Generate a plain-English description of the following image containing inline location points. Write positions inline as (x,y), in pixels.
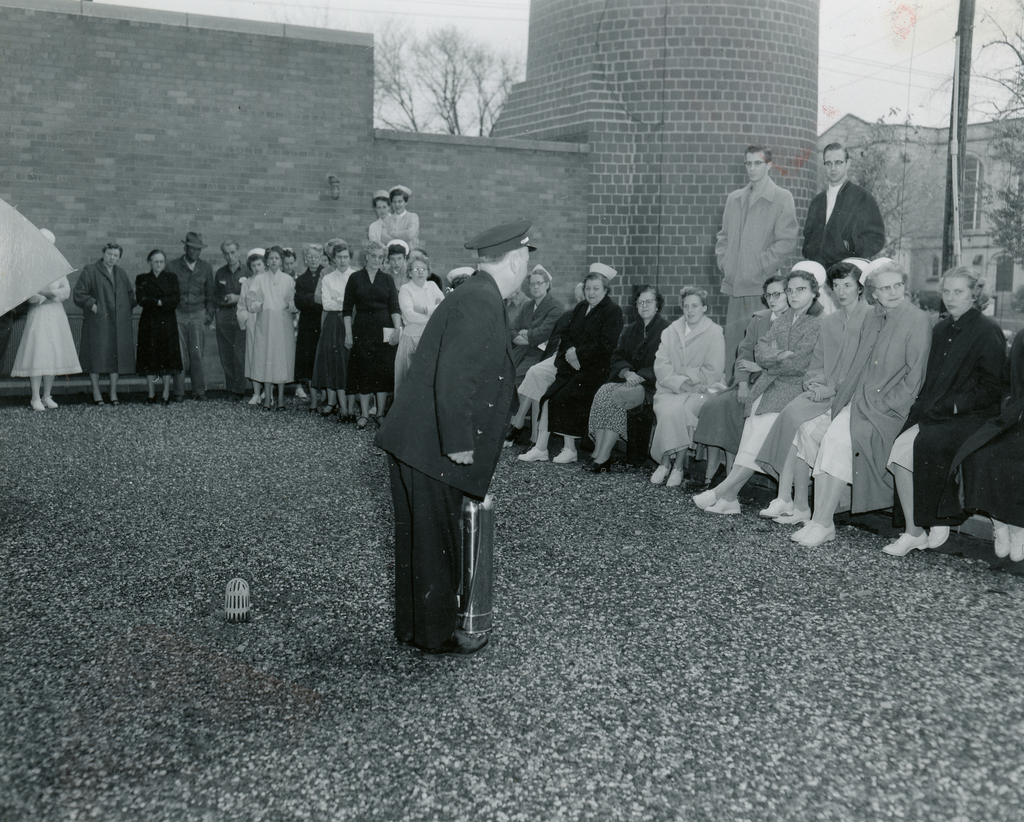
In this image I can see few people (450,319) are standing and few people (715,338) are sitting. I can see few buildings (970,245), windows (972,182), trees (1007,196), pole (967,119) and the sky (994,15). The image is in black and white.
